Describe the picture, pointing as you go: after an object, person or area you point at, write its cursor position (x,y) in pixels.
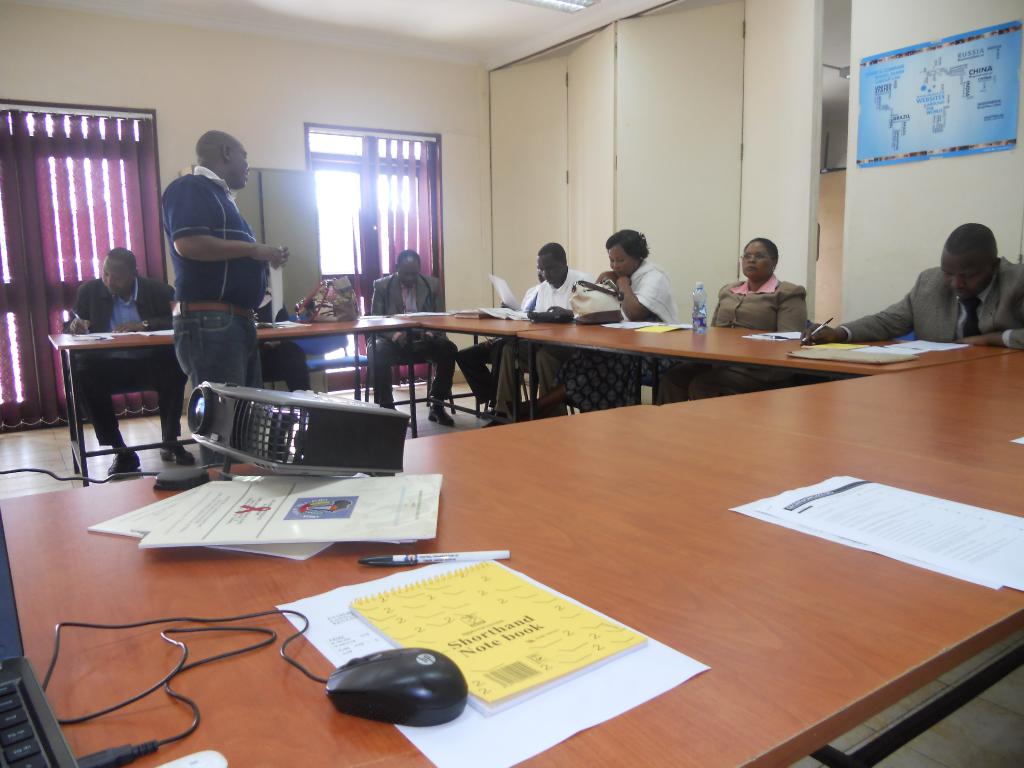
This Image is clicked in a room (296,302) where there are so many tables (445,531) and chairs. On the table (456,455) there are books (502,669), papers (532,715), Mouse (426,669), pen (500,558), water bottle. People (125,280) are sitting on chairs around the table (1013,446). There are window blinds (386,213), there is a person (177,277) standing and there is a paper (877,137) pasted on the top right corner (895,114).
